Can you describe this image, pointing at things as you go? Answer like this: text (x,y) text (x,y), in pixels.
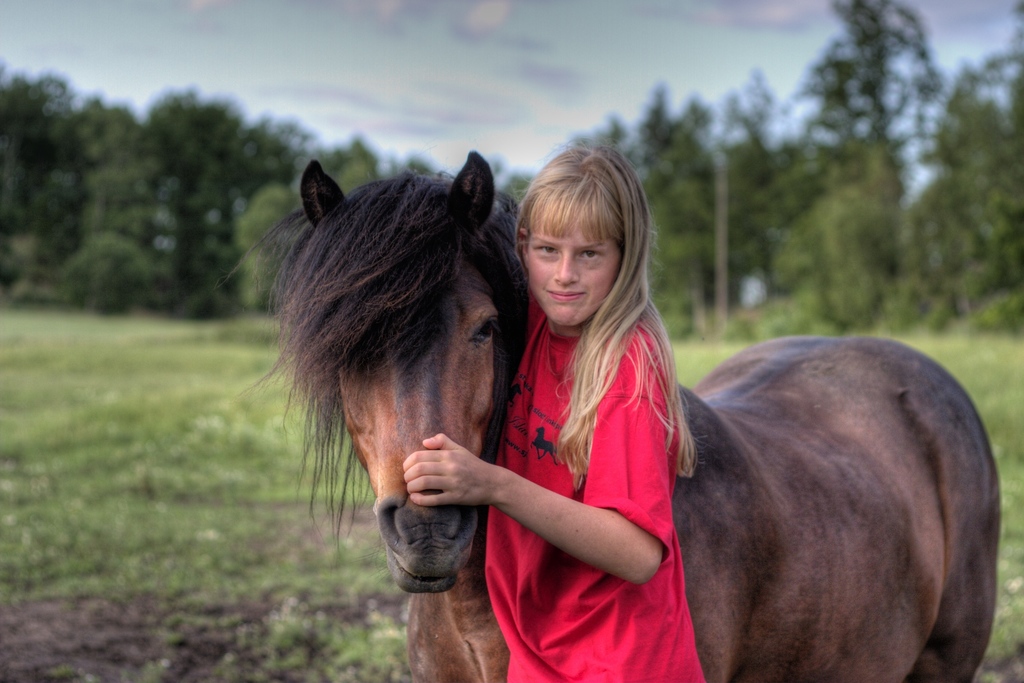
in this image i can see a person (577,527) wearing red t shirt (549,560), is holding a horse (398,366). behind them there is grass (144,371) and many trees (142,176).
